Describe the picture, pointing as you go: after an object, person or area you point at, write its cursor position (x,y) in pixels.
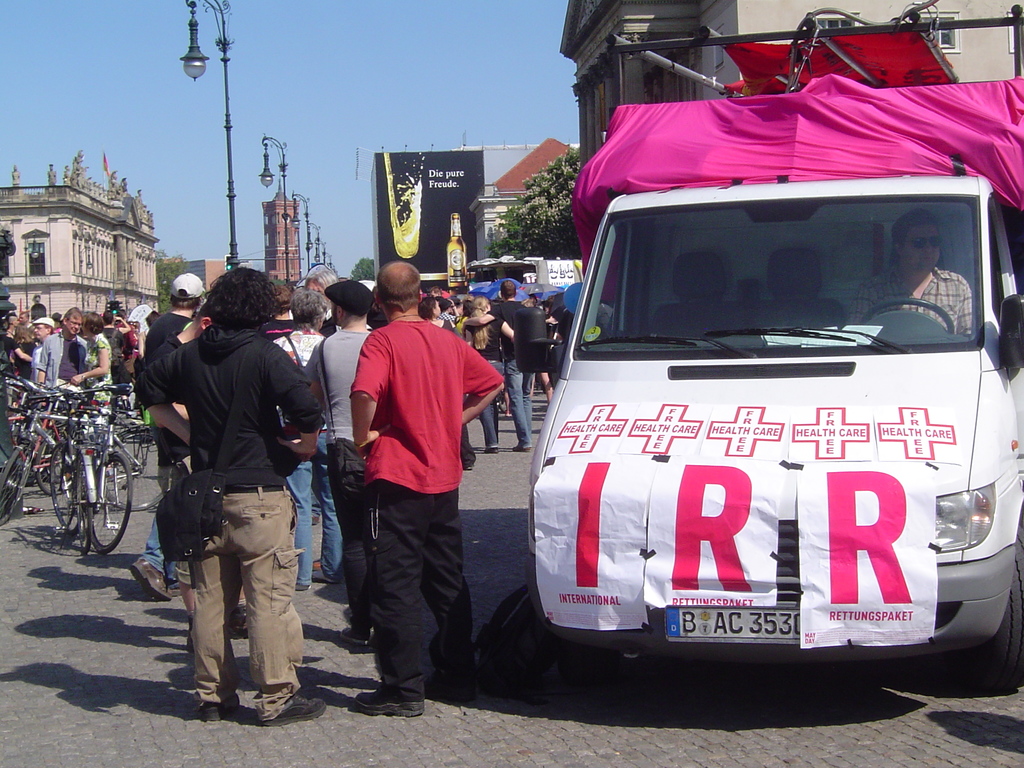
As we can see in the image, there are few people (475,307) standing here and there. On the left (93,410) there are bicycles (46,445), a building (56,268) and there are street lamps (309,246). On the right (882,427) there is a car (707,412) and a poster (779,445) is attached to the car (972,577). In the background (467,212) there is a banner (440,217) and tree (547,217).
